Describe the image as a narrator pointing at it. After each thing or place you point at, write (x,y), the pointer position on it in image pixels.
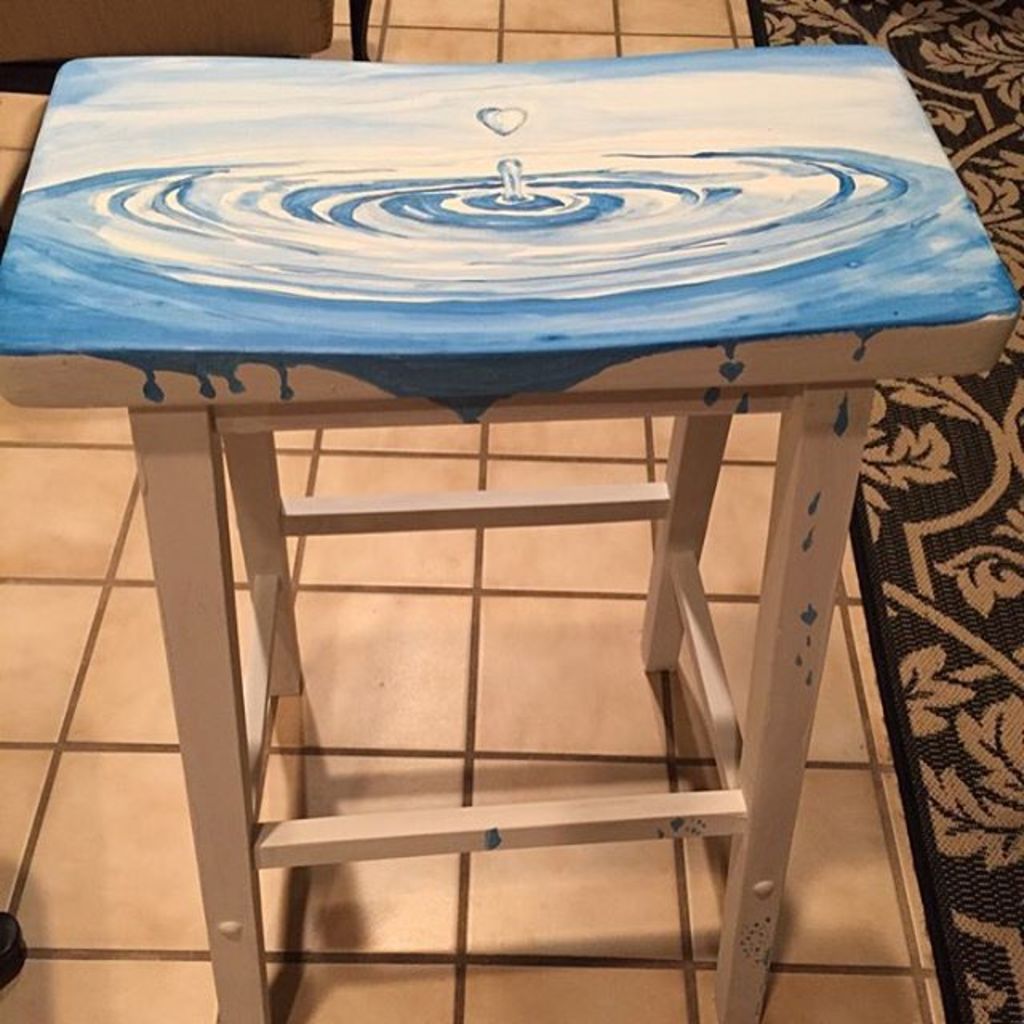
In this image there is a stool (187,696) on a floor (465,667), on the right side (995,936) there is a mat (964,172).
